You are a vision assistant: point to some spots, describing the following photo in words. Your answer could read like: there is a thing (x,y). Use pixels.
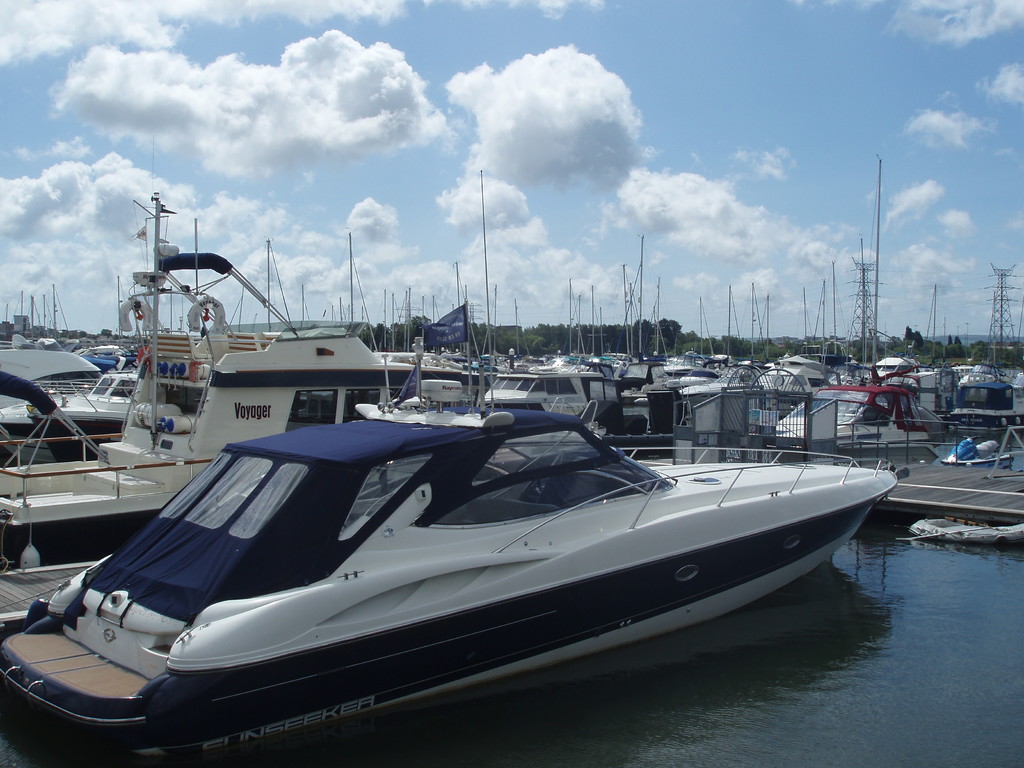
In this image few boats (468,485) are on the surface (825,664) of the water (872,677). Right side (1012,468) there is a bridge (933,467). There are few transmission towers (866,285). Background there are trees (801,352). Top of the image (461,88) there is sky (694,130).
